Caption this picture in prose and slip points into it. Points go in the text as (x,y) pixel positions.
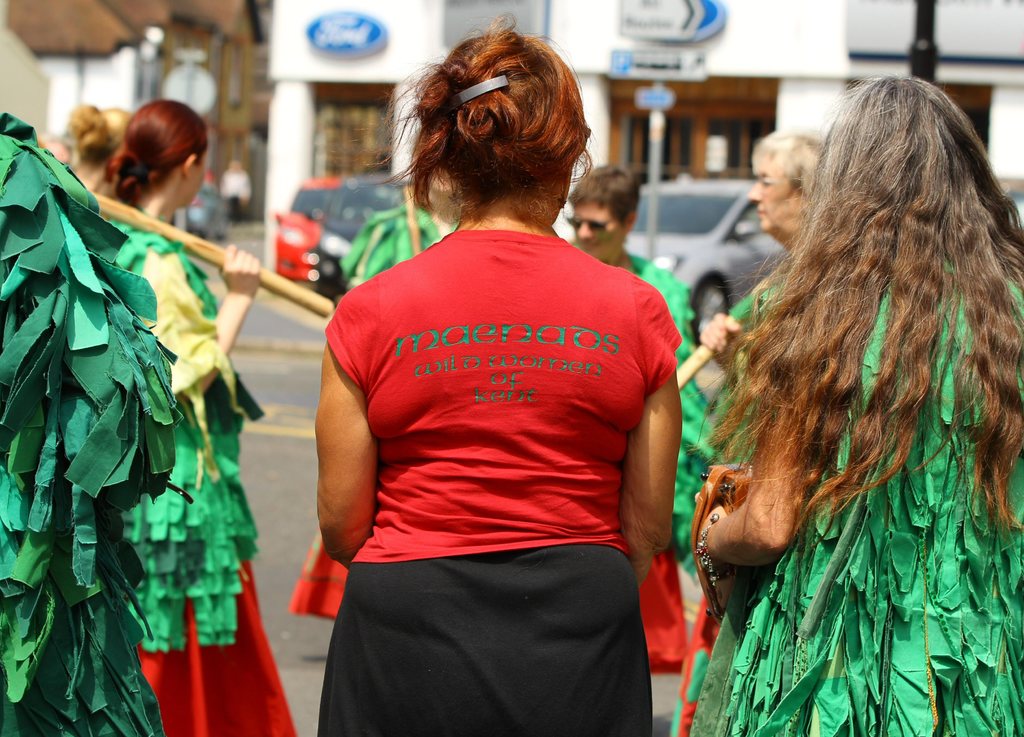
In this image in the foreground (590,541) there are some people (514,413) who are wearing some costumes (124,298), and holding some sticks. And in the background (588,62) there are buildings (690,103), boards (892,49), vehicles (214,202) and some people (230,192). At the bottom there is road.
